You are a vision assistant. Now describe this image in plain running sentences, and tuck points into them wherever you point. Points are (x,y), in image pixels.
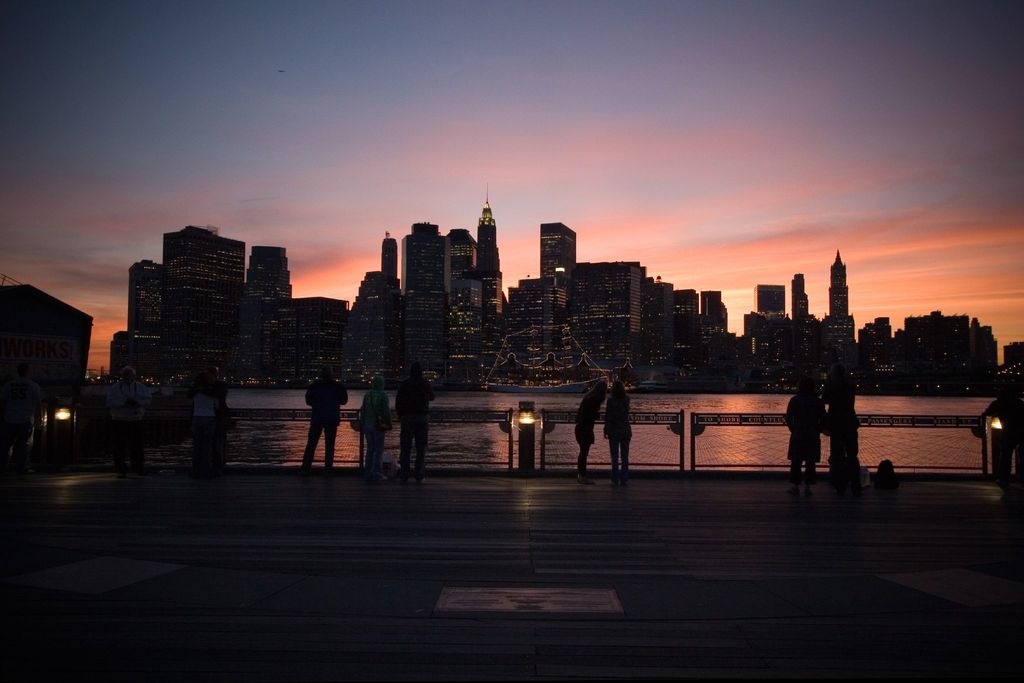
In this image we can see sky (494,119) with clouds (635,207), buildings (526,331), lake (237,421), electric lights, persons (330,434) standing on the floor (595,478) holding the railings (455,451) and backpacks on the floor (231,576).
